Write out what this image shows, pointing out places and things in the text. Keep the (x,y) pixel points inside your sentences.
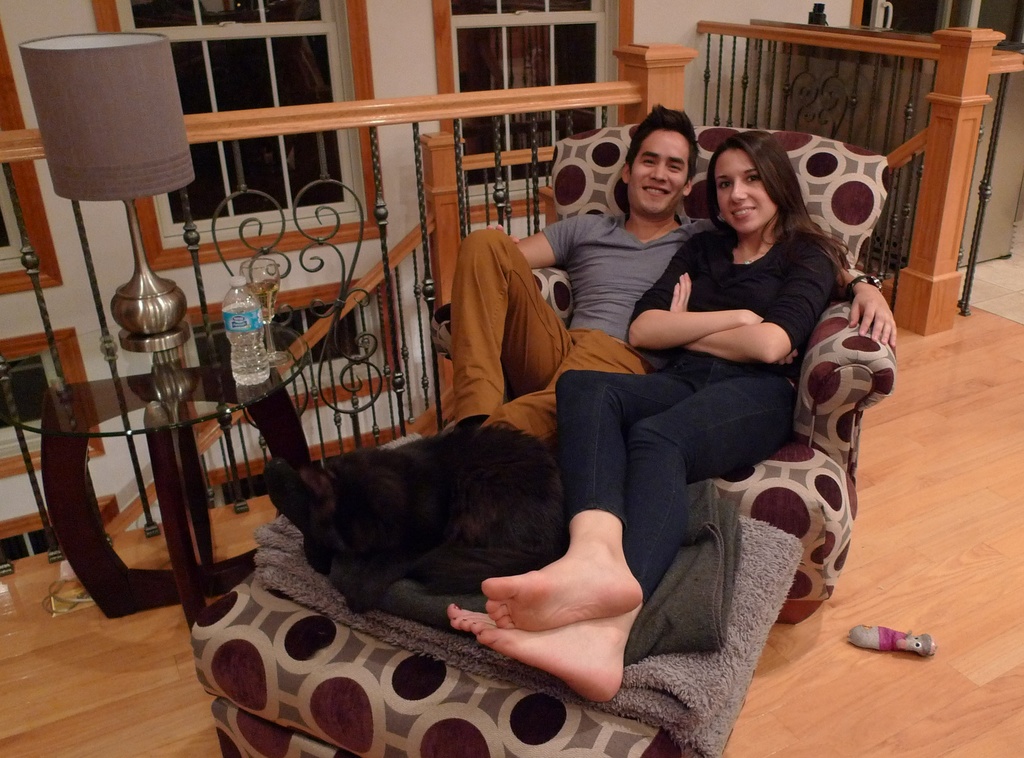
One man (602,324) and woman (728,418) are sitting on the sofa (735,474) and one dog (465,553) is present there in front of their legs (455,611). One table (180,455) is there on that one glass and one water bottle (244,343) and one lamp (111,108) is present, behind them there are stairs (501,219), behind them there are windows (332,72). The blankets (628,675) are present under their legs (512,656). Woman (736,343) is wearing a black shirt (786,304) and man (858,290) is wearing a watch (874,278).
